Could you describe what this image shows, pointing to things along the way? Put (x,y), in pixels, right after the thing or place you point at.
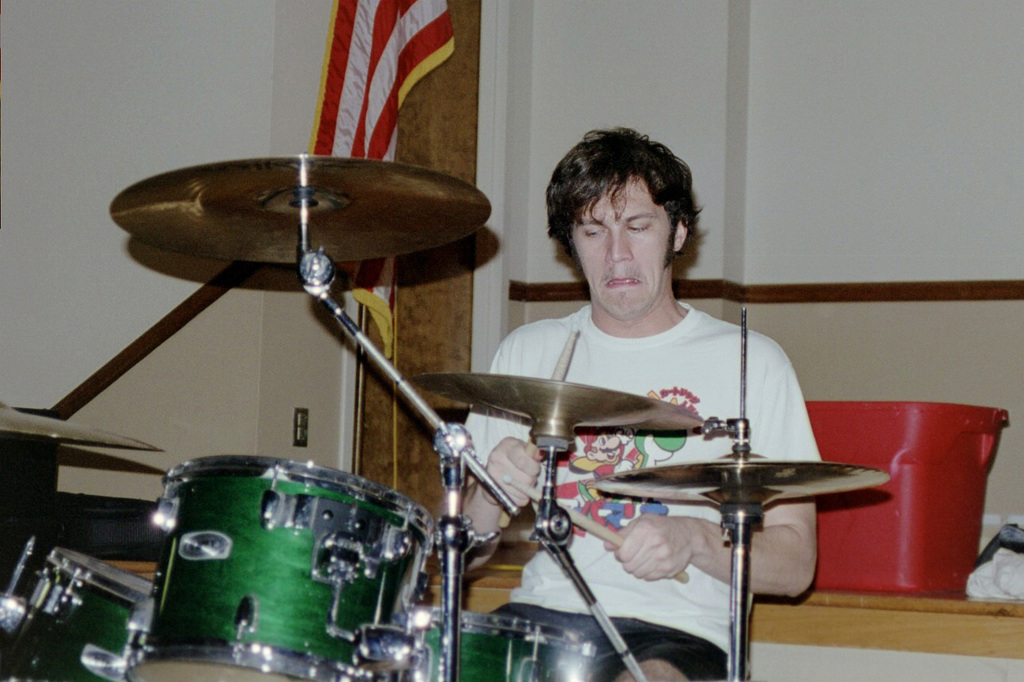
In this image we can see a person (587,447) is playing musical instruments (74,639). In the background (690,104) we can see wall (928,262), basket (887,520), flag (423,11), and cloth (975,576).
